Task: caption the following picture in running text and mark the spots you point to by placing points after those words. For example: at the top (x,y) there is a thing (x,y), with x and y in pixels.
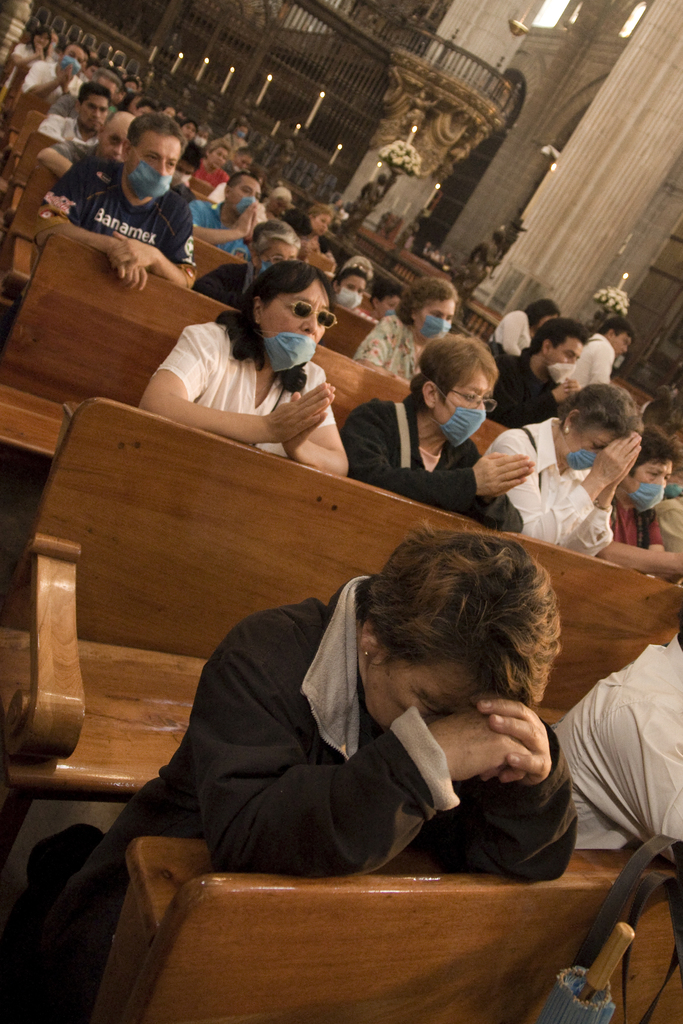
This image consists of many people (222,342) sitting in the benches (190,566) made up of wood (119,955). In the background (661,243), we can see many candles (430,201) and pillars (671,124). It looks like a church (375,10).
